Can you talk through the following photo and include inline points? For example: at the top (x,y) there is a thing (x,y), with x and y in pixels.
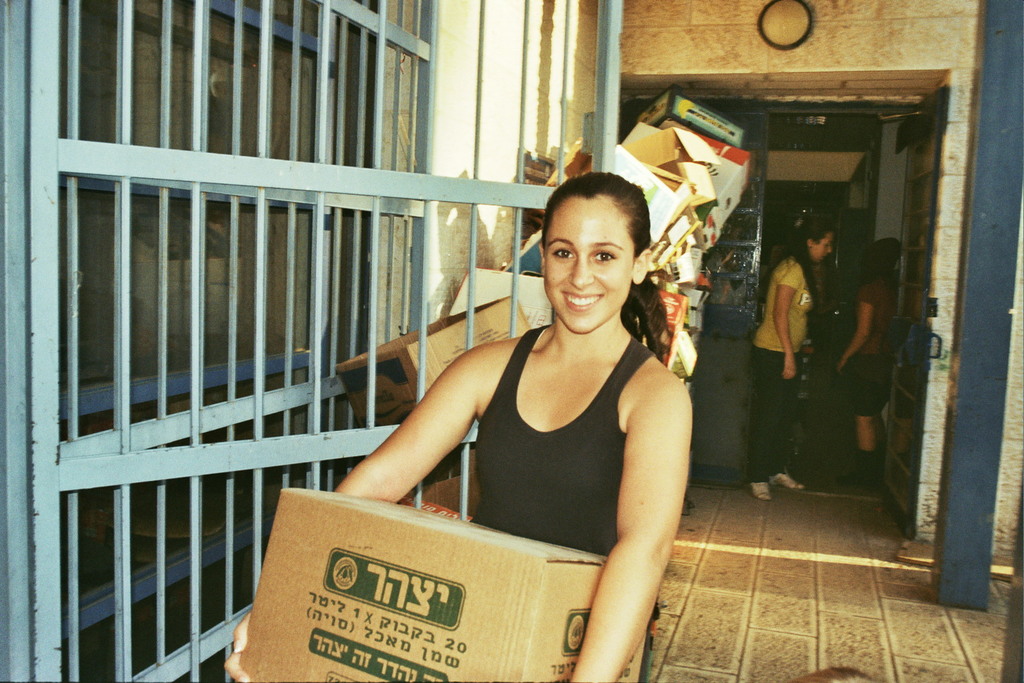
In this image we can see a woman (525,467) holding an object (419,600) in the foreground (651,479). Behind the woman (607,459) we can see a group of objects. On the right side (939,373), we can see two persons (864,312), a wall (888,163) and a pillar (973,377). On the left side (71,326), we can see grills (130,187), glass (175,131) and a wall (488,99). At the top (797,11) we can see an object (758,19) in a circular shape.
